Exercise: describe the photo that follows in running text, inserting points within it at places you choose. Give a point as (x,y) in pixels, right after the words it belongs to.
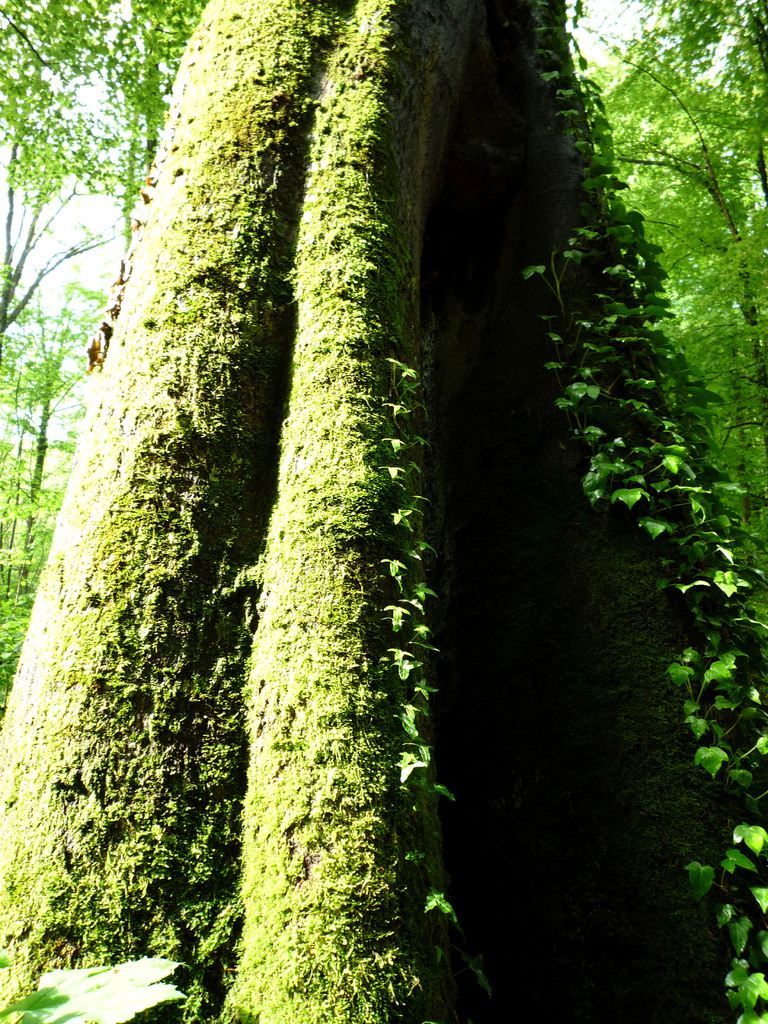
In this picture we can see many trees (318,485). On the right (591,233) we can see plants (600,494). On the left (10,451) we can see leaves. On the top (627,39) there is a sky (583,38).
